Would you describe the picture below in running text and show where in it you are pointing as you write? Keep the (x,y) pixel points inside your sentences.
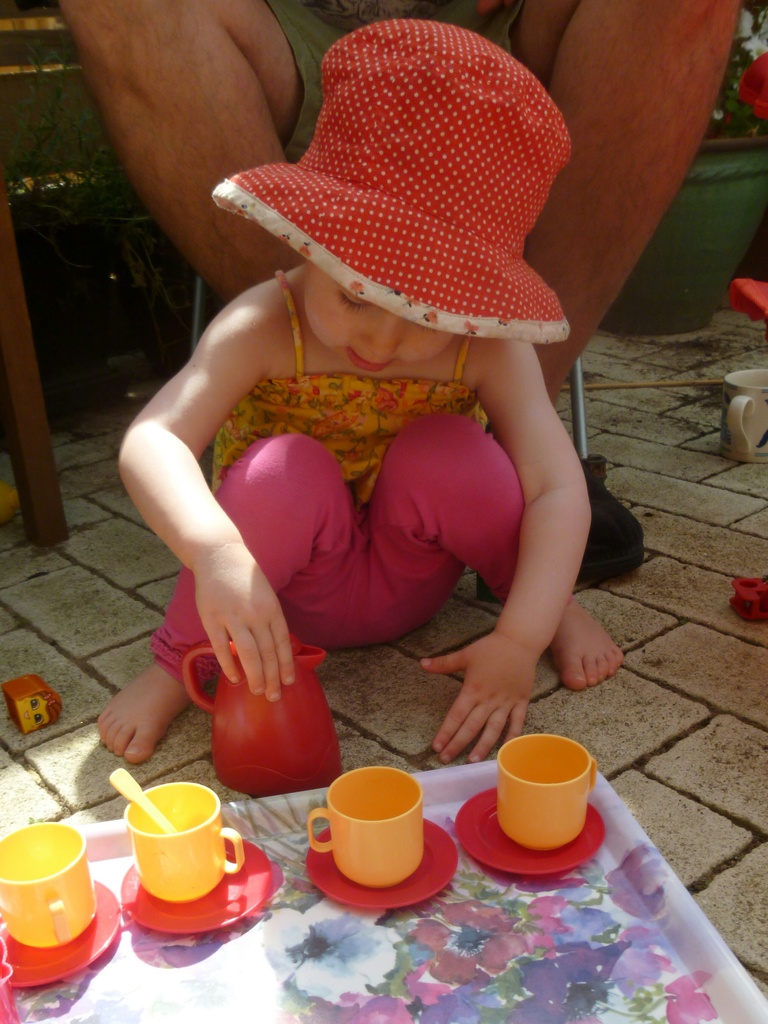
In the picture there is a little girl (355,446) sat on floor (652,702), in front of her there is a tea tray (671,992) with tea cups (203,873) on it, on back side of her there is a man (648,129) sat on chair (579,394).
